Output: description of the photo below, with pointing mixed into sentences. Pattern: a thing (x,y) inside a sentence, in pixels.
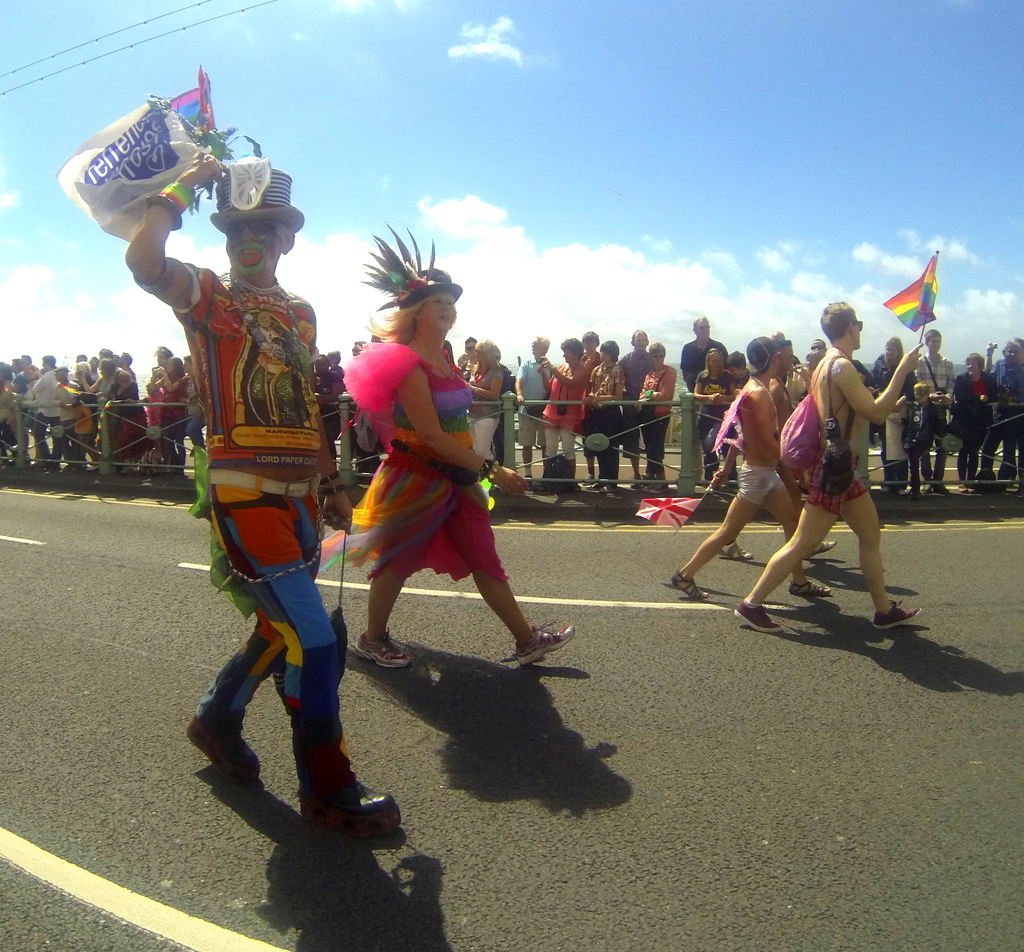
In this image I can see road (403,685) and on it I can see white lines (55,875), shadows (327,889) and I can see few people (407,448) are walking. I can see few of them are wearing caps (767,369), few of them are carrying bags (801,440) and here I can see he is holding a flag (906,309). In the background (331,321) I can see number of people (12,452) are standing and I can see clouds (201,243) and the sky (707,172).
